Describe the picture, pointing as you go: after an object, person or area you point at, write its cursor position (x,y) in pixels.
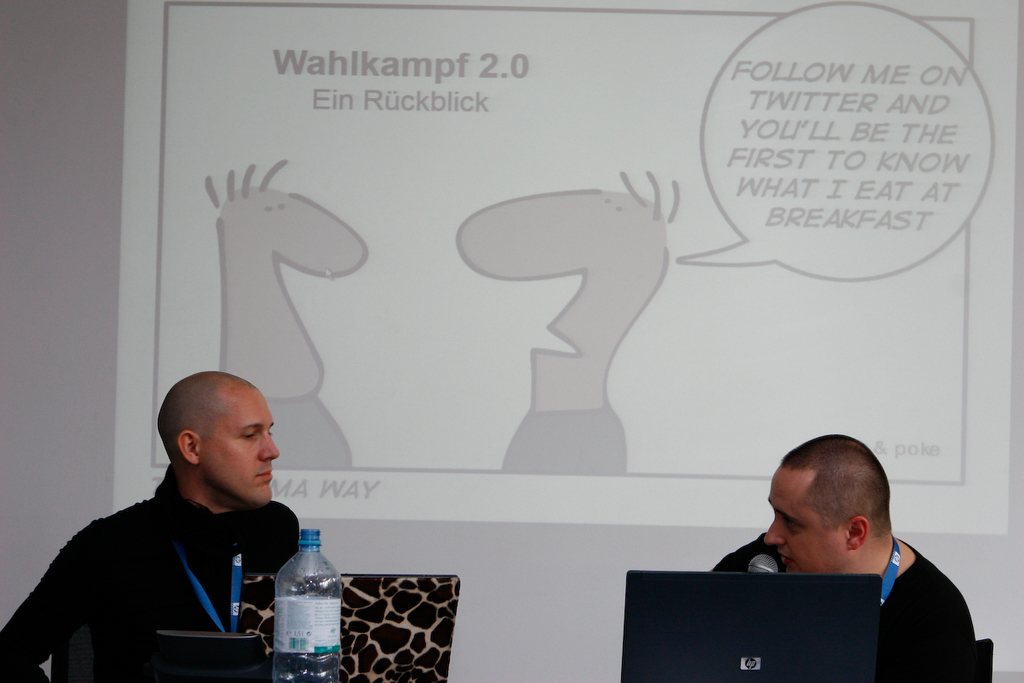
In this picture we can see there are two people (780,559) sitting and a person (769,550) is holding a microphone (753,567). In front of the people (747,544) there are laptops (379,636) and bottle (320,616). Behind the people (173,605) there is a screen (425,398).
